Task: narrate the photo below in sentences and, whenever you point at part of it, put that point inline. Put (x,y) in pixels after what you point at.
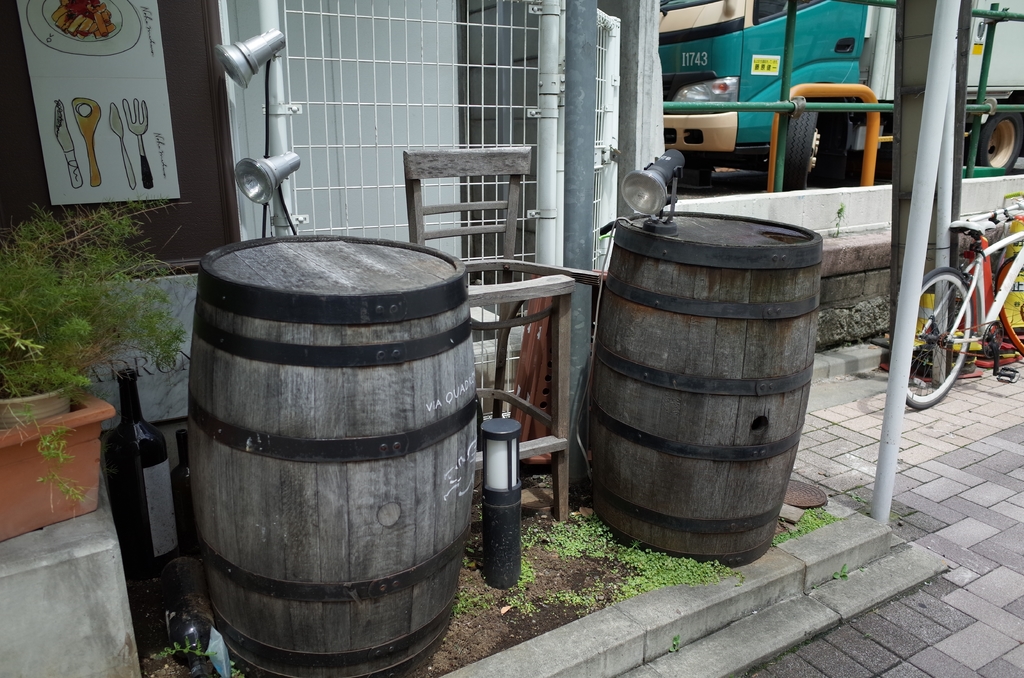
Here in this picture we can see two barrels (328,404) present on the ground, which is covered with grass (664,555) over there and in the middle (556,278) we can see a wooden chair (464,231) present and we can see some bottles (150,528) behind it and we can also see lights (279,41) present on the pole (282,85) over there and on the left side (91,388) we can see a plant (113,337) present and on the wall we can see a poster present and on right side (883,11) we can see a truck (669,26) present and we can see a gate (480,72), a railing (778,121) and a bicycle (982,225) present over there.
